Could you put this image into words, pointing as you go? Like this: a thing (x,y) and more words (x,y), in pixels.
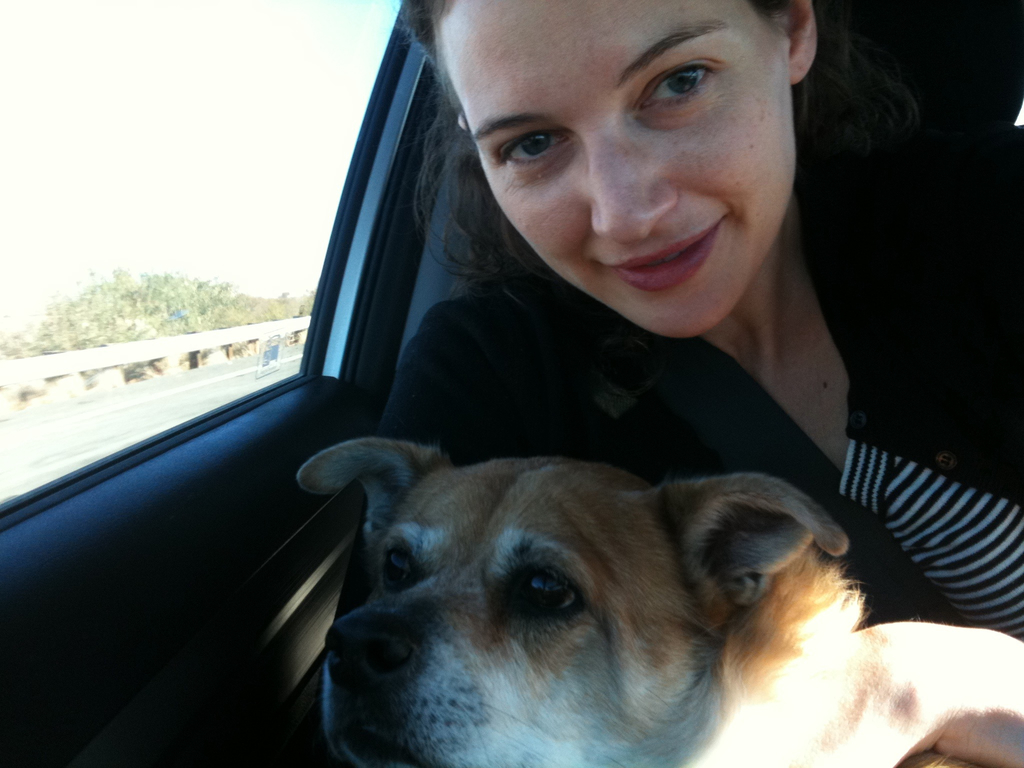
Here we can see a woman (650,48) inside the vehicle (284,572). This is dog (542,632). Here we can see a road (114,412). These are the trees (277,309) and there is a sky (211,108).
